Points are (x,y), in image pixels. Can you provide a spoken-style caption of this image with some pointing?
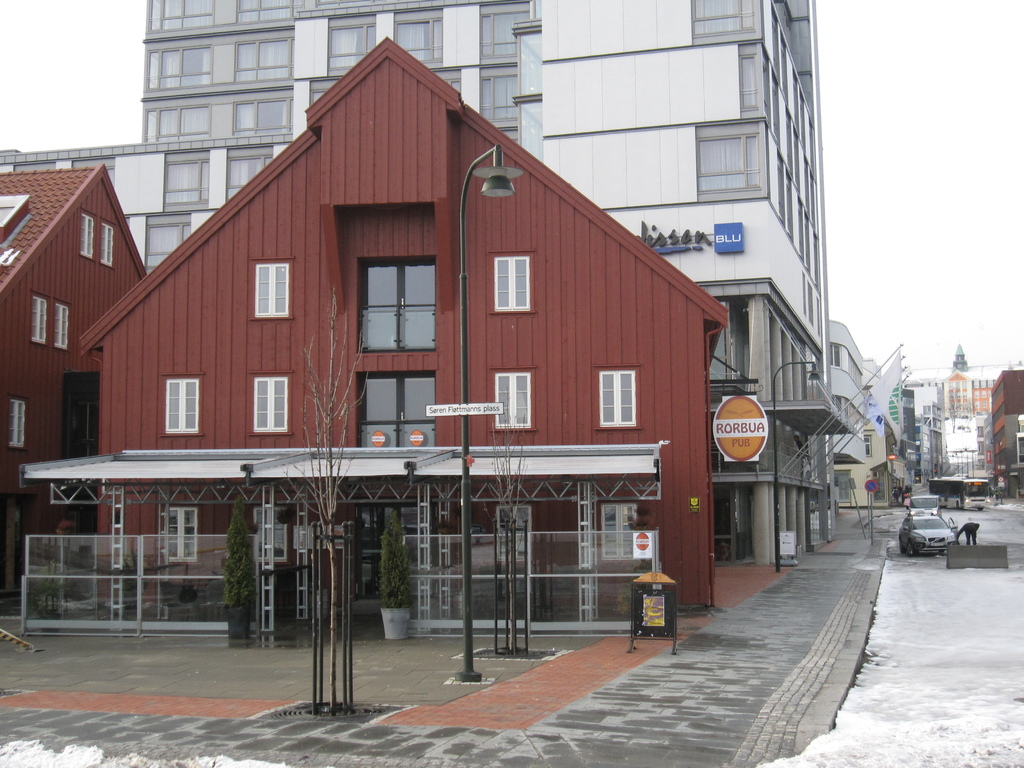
In this image we can see a few buildings (392,349), there are some potted plants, poles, lights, windows (394,290), vehicles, trees (335,385) and boards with some text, in the background (836,193) we can see the sky (884,128).
